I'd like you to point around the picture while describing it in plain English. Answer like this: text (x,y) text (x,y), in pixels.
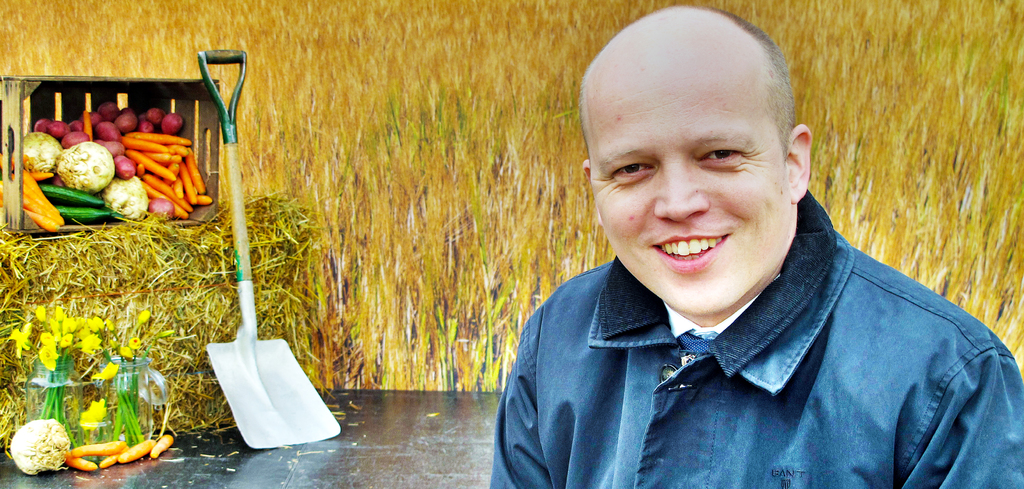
Here we can see a man (819,345) and he is smiling. This is floor (381,466). Here we can see vegetables (103,187), box (99,97), flower vases (113,423), tool (275,414), and dried grass (226,304). In the background (909,236) there is a banner (886,88).
